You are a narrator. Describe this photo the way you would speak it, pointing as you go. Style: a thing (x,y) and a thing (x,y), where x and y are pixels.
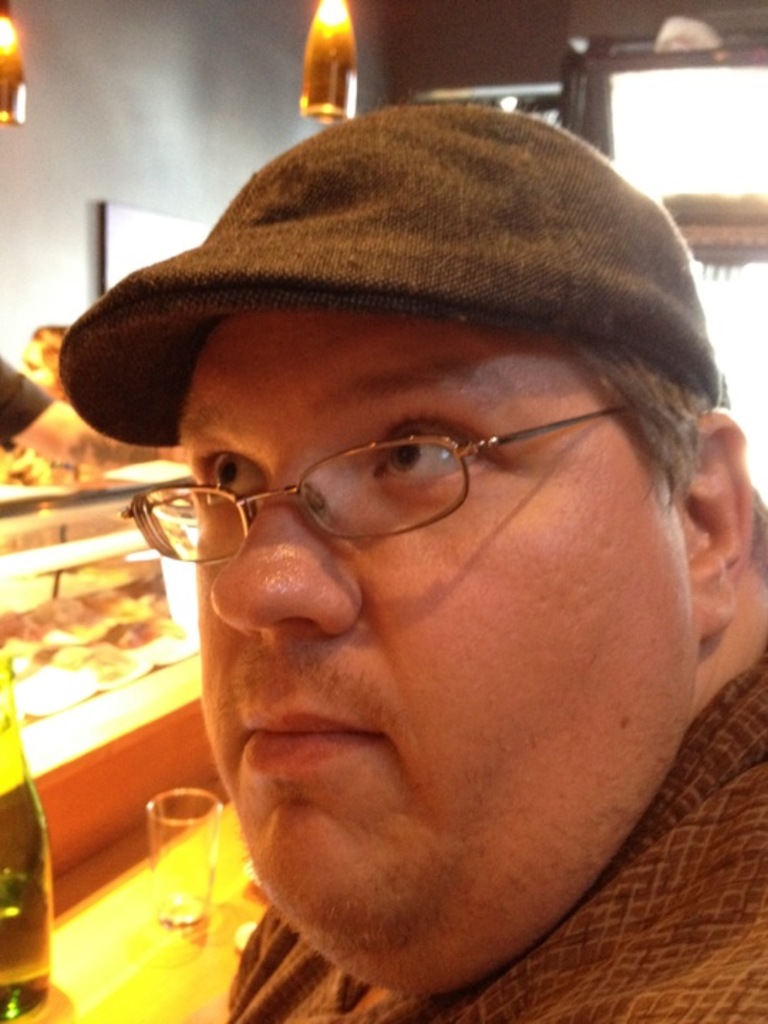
In this picture we can see a person face (367,552), he is keeping spectacles (321,467), behind we can see persons hand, glass table (148,590), lights (340,4) and wall (274,55).
